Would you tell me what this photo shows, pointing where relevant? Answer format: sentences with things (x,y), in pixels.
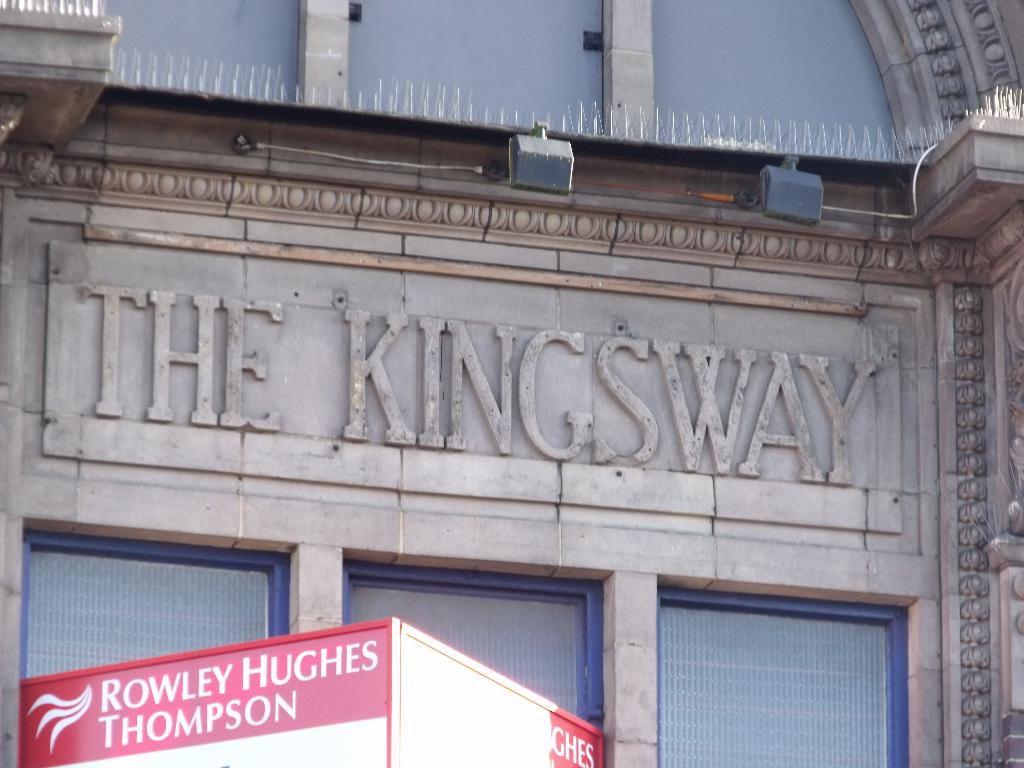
In the image I can see a building (451,446) which is brown in color and a red colored board (353,693) to the building (934,311). I can see few lights (766,184), a wire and something is written on the building (9,616).
